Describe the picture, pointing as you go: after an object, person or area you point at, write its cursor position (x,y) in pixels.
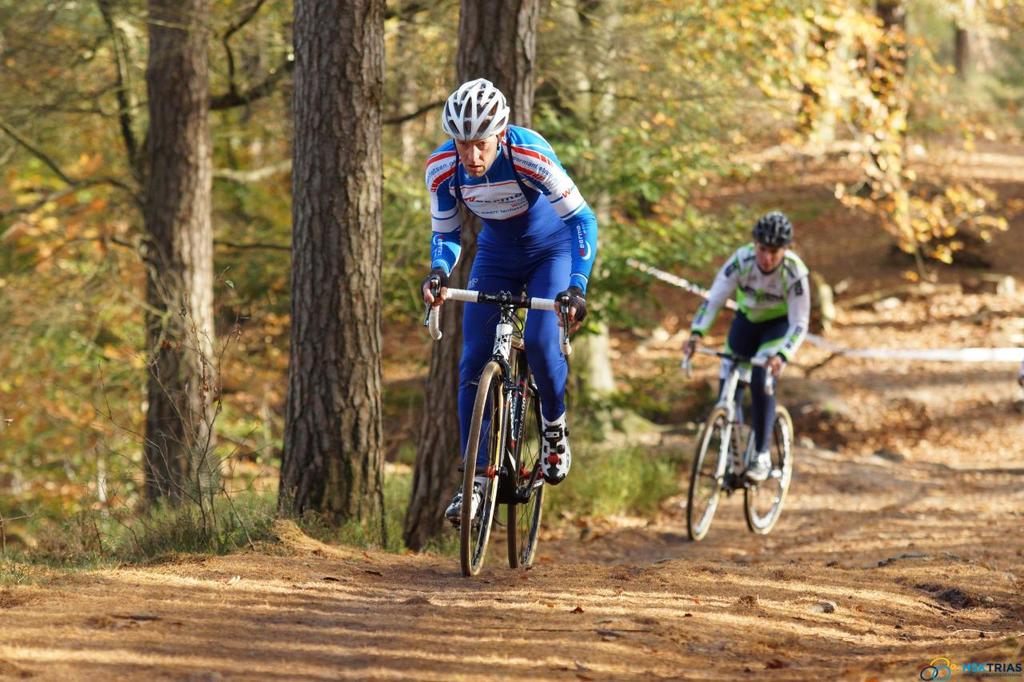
In this image I can see two persons (516,207) riding bicycle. In front (518,220) the person (524,197) is wearing blue color dress (544,221). In the background (590,142) I can see the trees (597,110) in green color.
